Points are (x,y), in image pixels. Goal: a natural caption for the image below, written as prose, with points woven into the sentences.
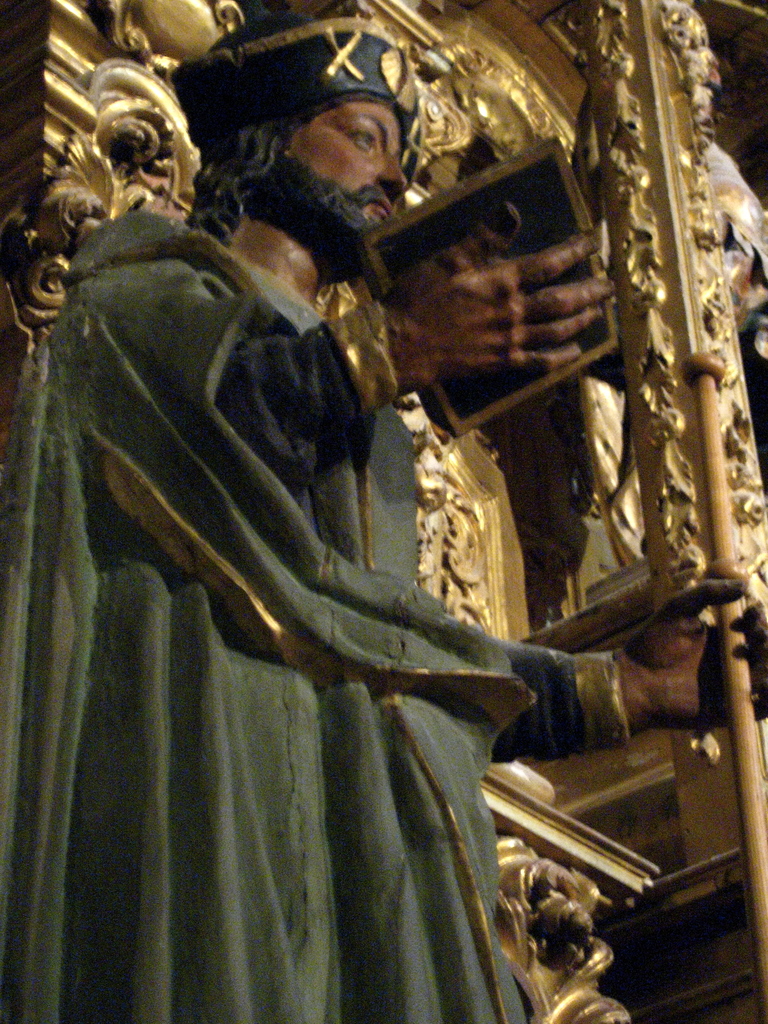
In this image there is a depiction (388,738) of a person (345,666) holding a stick (761,803), behind that there are a few sculptures (422,465) on the wall (479,526).
